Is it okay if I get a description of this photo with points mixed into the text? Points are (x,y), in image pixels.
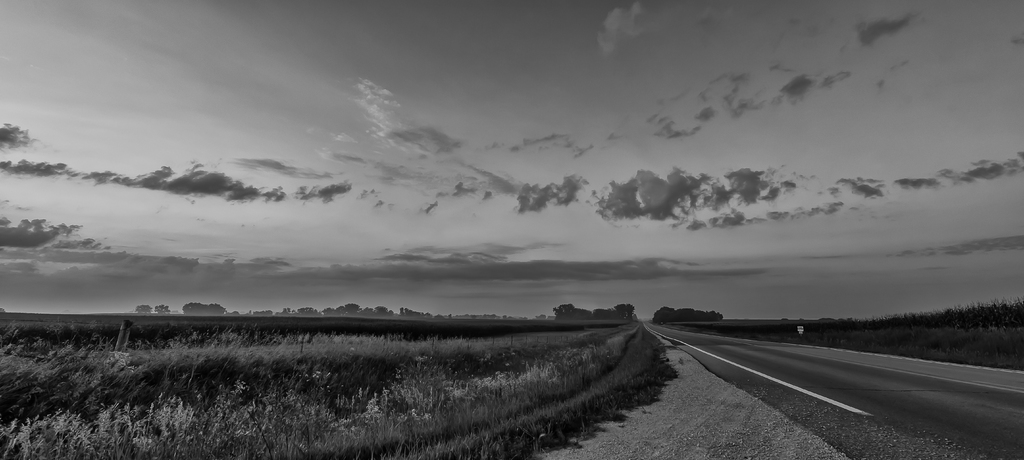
This is a black and white image. In this image we can see the pathway (700,383), a group of plants (515,383), grass (570,399), a fence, a signboard (799,330) and the sky (627,213) which looks cloudy.
